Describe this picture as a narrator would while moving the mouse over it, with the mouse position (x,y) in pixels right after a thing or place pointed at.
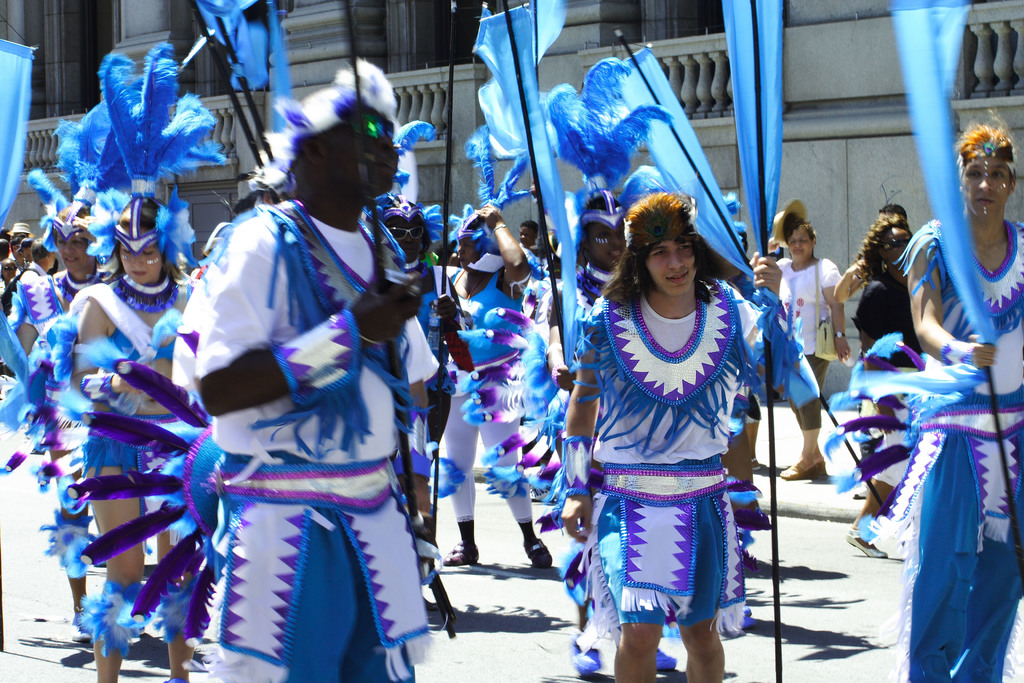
There are persons (626,225) in white and blue color combination dresses (274,204) and holding sticks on the road (25,627). In the background (877,260), there are other persons (877,260) and there is a building (146,26).
